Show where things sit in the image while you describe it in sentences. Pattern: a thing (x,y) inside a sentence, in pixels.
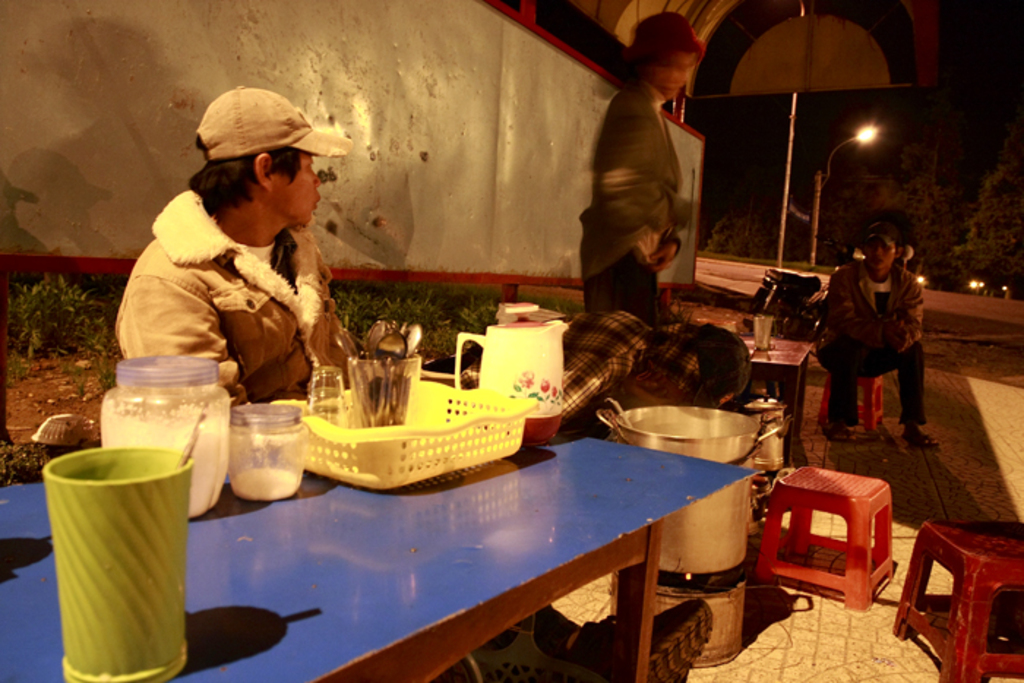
This image is clicked outside. There are street lights (849,142) on the top (871,140). There are trees (932,216) on the right side (938,276). There are so many stools (943,550). There is a table (450,538), on the table (288,583) there are boxes (467,461), cups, jar (509,349), spoons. There is a person (301,263) sitting near the table (498,597).
